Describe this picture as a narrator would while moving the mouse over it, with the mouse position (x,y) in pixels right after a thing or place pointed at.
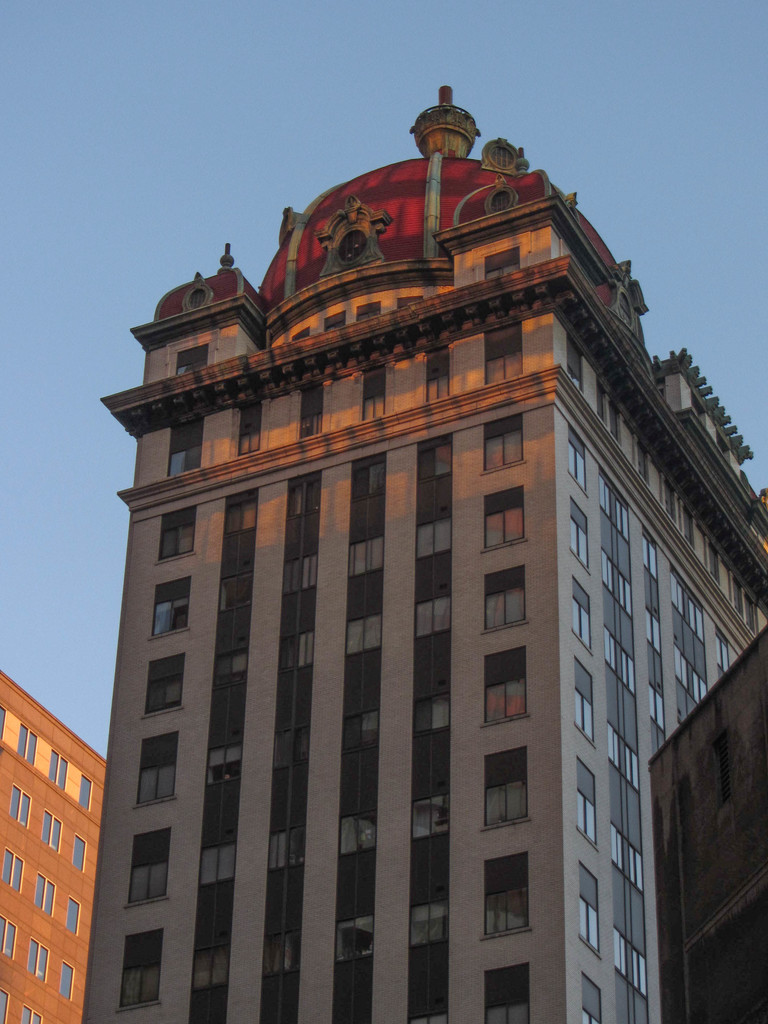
In this image we can see a few buildings (386,684) there are some windows (295,646) and in the background (181,90) we can see the sky (585,49).
